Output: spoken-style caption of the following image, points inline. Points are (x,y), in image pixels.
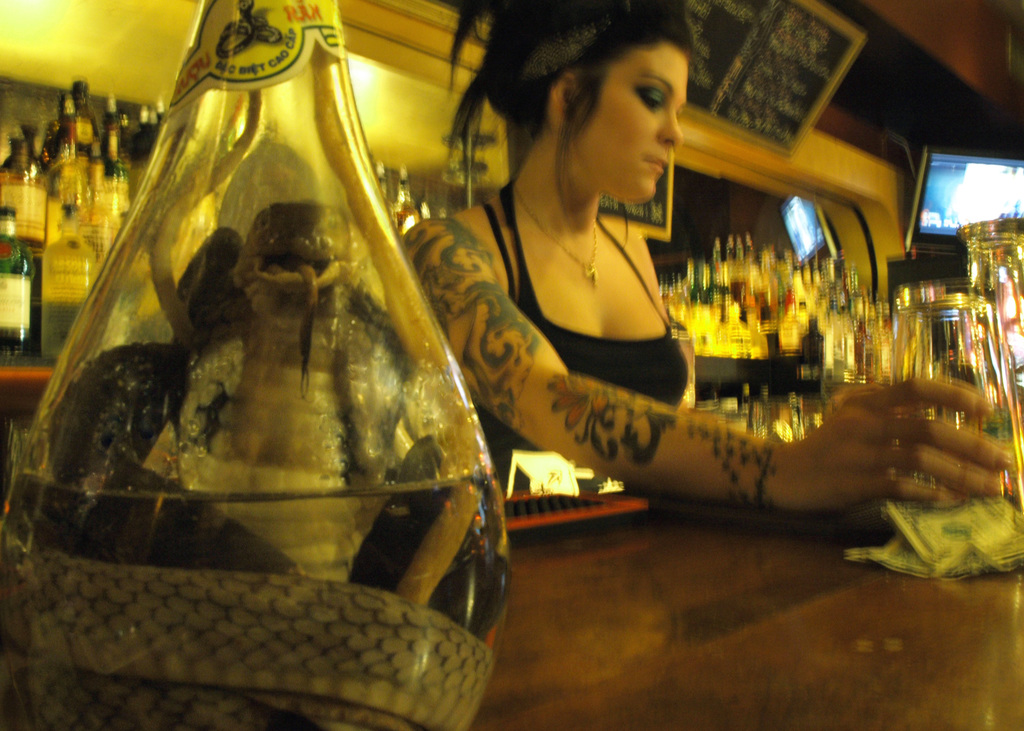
In the image we can see there is a woman (575,113) who is holding a glass (995,436) and in a flask (219,535) there is a snake (266,518) and at the back (886,307) there are lot of bottles (763,313) and there is a tattoo (502,355) on woman's hand (522,405).
